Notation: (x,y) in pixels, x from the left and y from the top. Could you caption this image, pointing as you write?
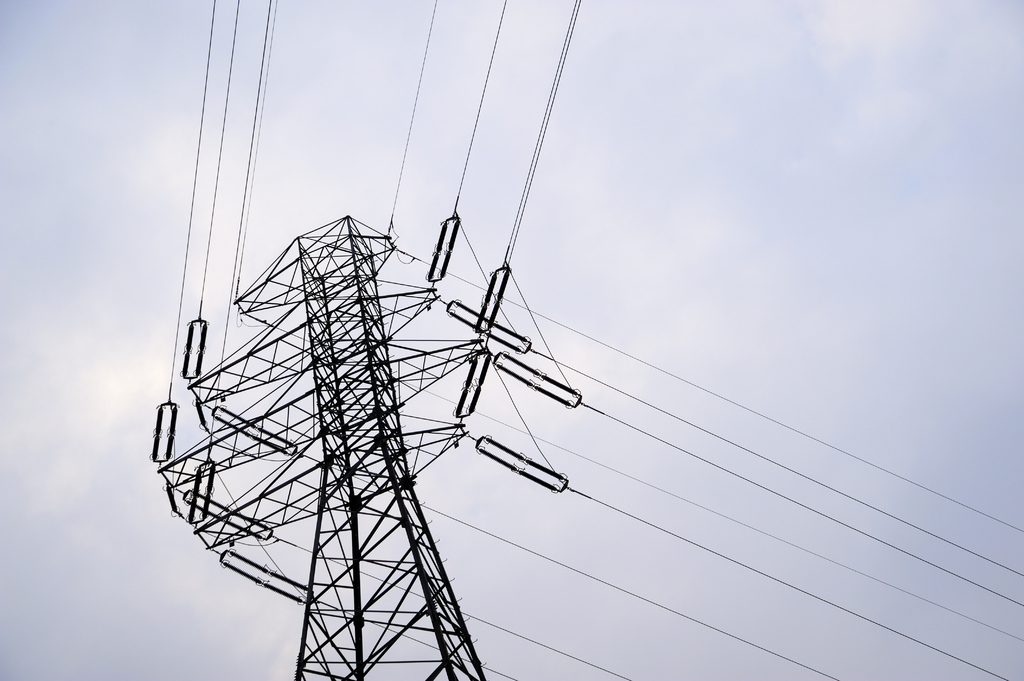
This picture consist of electrical wires (255,163) and electrical pole (424,530). In the top (719,219) there is a sky (725,206) and clouds (592,146).
